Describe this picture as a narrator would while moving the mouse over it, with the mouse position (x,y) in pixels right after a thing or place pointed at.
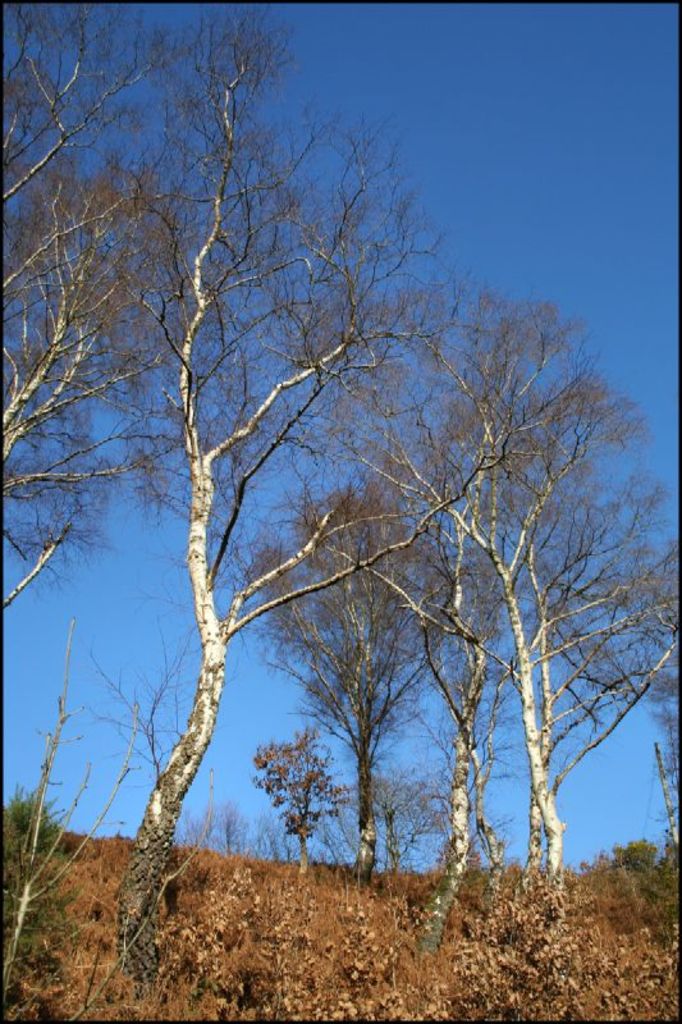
In this picture we can see plants (207,892), trees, pole (663,789) and in the background (556,278) we can see the sky (146,565).
